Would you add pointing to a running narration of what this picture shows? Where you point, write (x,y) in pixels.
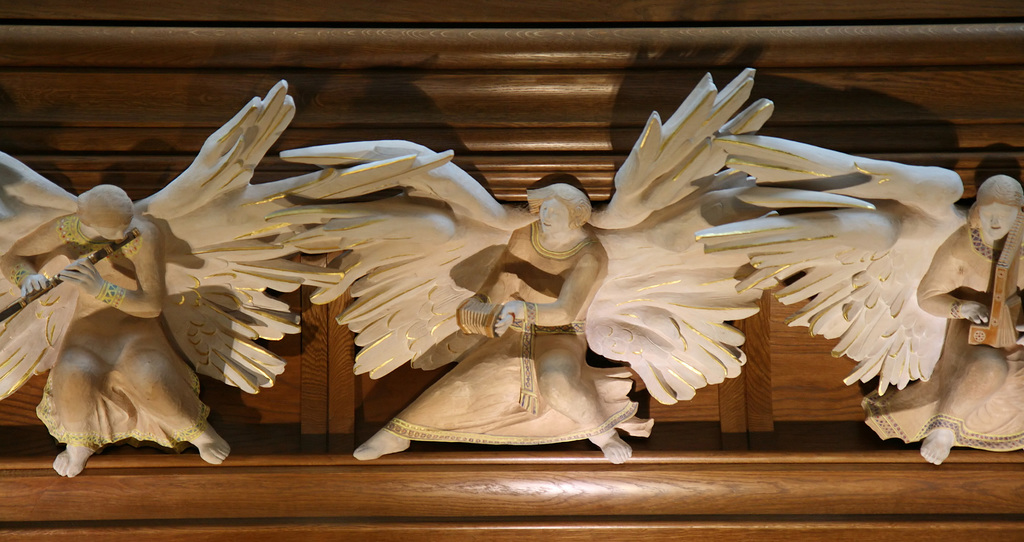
In this image, we can see statues (568,390) on the wooden object (381,460).
